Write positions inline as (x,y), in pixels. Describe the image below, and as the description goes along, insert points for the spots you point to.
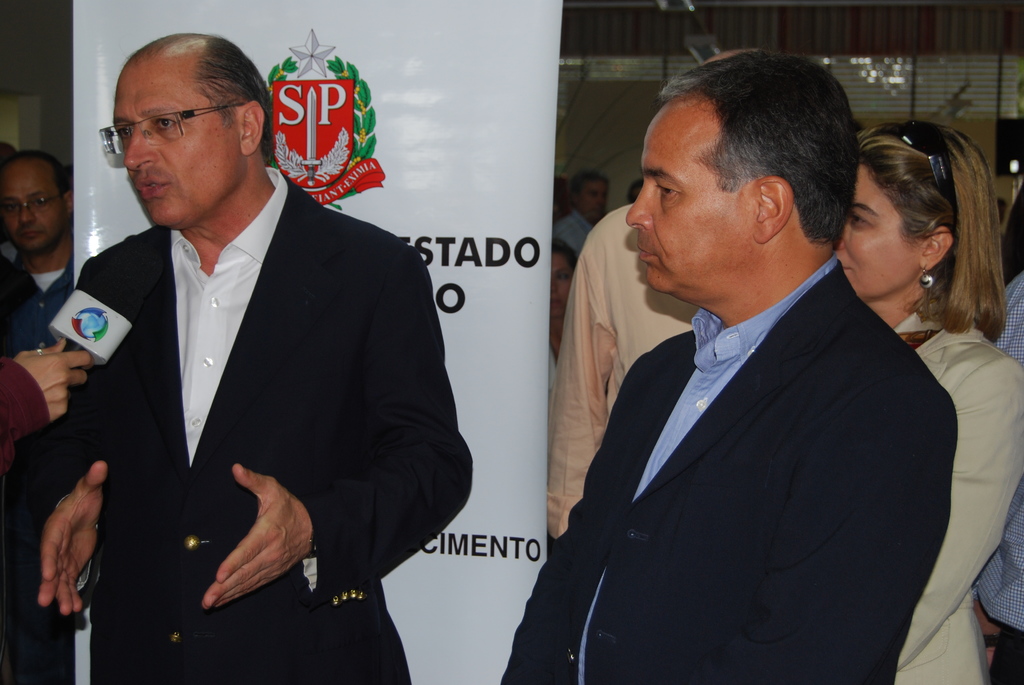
In this picture we can able to see few persons (439,334), one them is talking in a mic (65,313), behind him we can see a poster (460,141), a lady (965,333) is having sunglasses (940,147) on her head (917,152), and a person (79,357) is holding a mic (81,337).
